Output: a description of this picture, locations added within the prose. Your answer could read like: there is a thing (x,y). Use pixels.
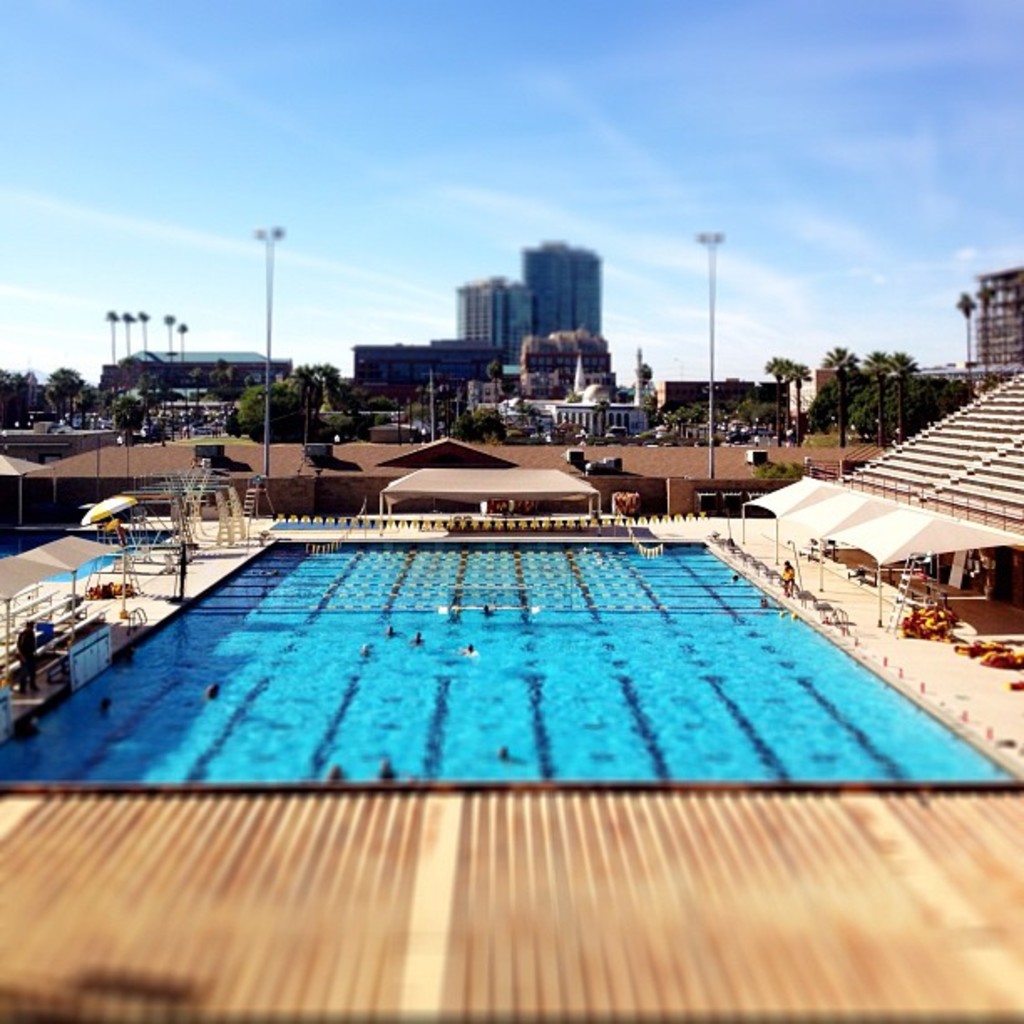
In this image we can see a few people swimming in a swimming pool (508,724), in the background of the image (547,372) we can see buildings (563,372), lamp posts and trees (484,432).
